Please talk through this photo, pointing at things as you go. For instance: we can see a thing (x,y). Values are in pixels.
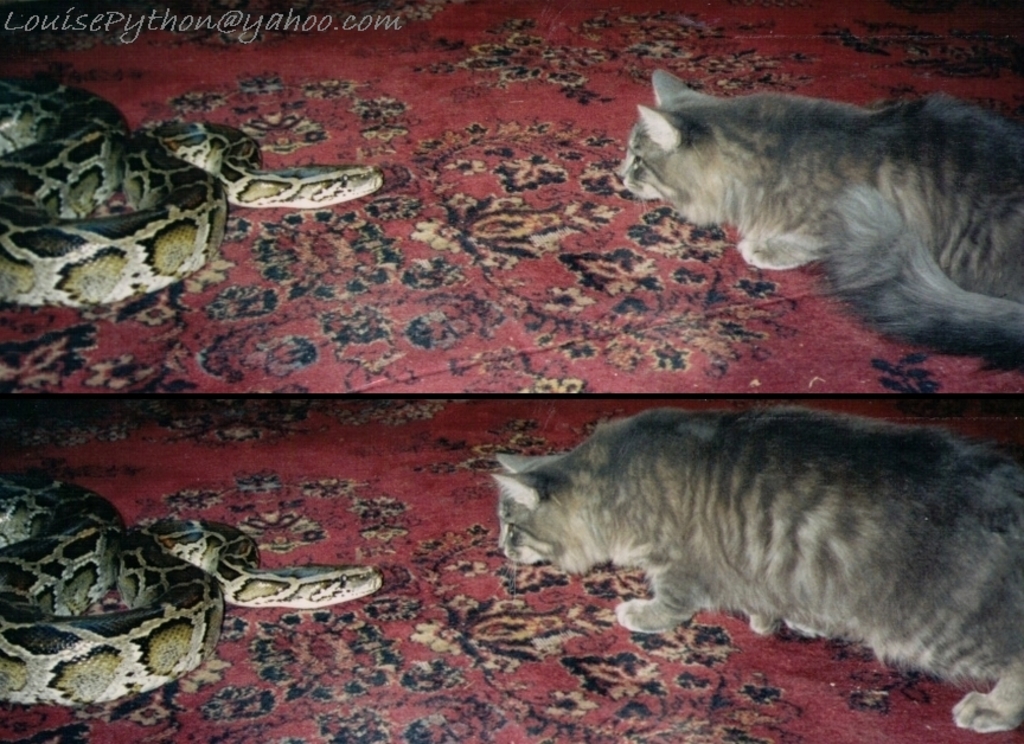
This picture is a collage picture. On the left side of the image (1,203) there are snakes (64,612). On the right side of the image (846,517) there are cats (817,205). At the bottom (412,524) there are red carpets (434,40).
